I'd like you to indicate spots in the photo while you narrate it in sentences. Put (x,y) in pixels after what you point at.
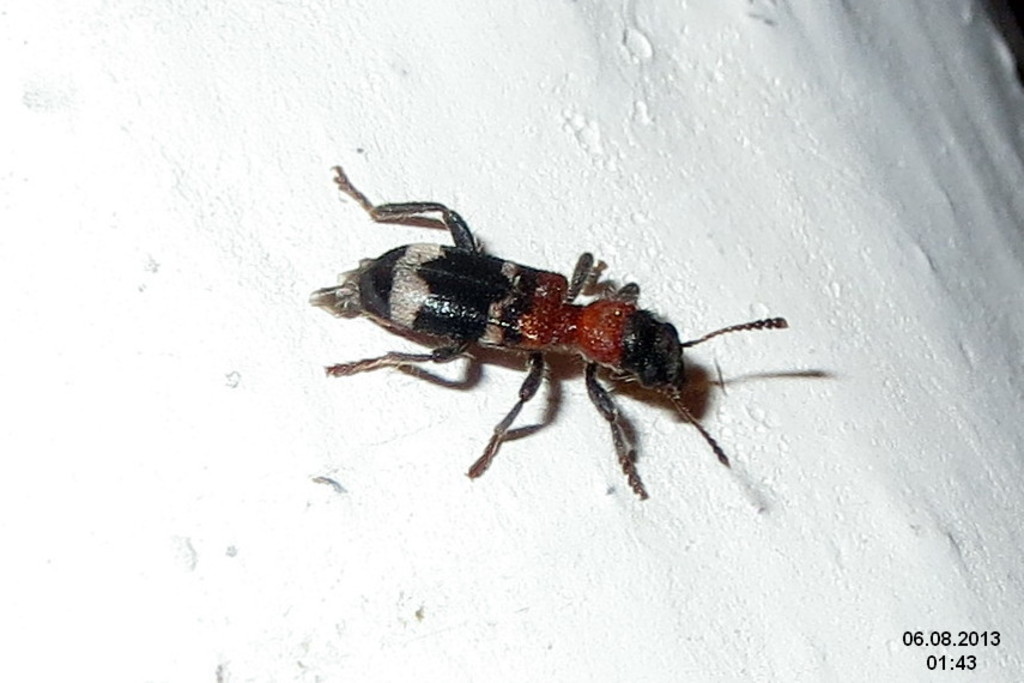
In the picture we can see a wall (401,542) and on it we can see an insect (488,275) which is white and black in color with legs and antenna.
